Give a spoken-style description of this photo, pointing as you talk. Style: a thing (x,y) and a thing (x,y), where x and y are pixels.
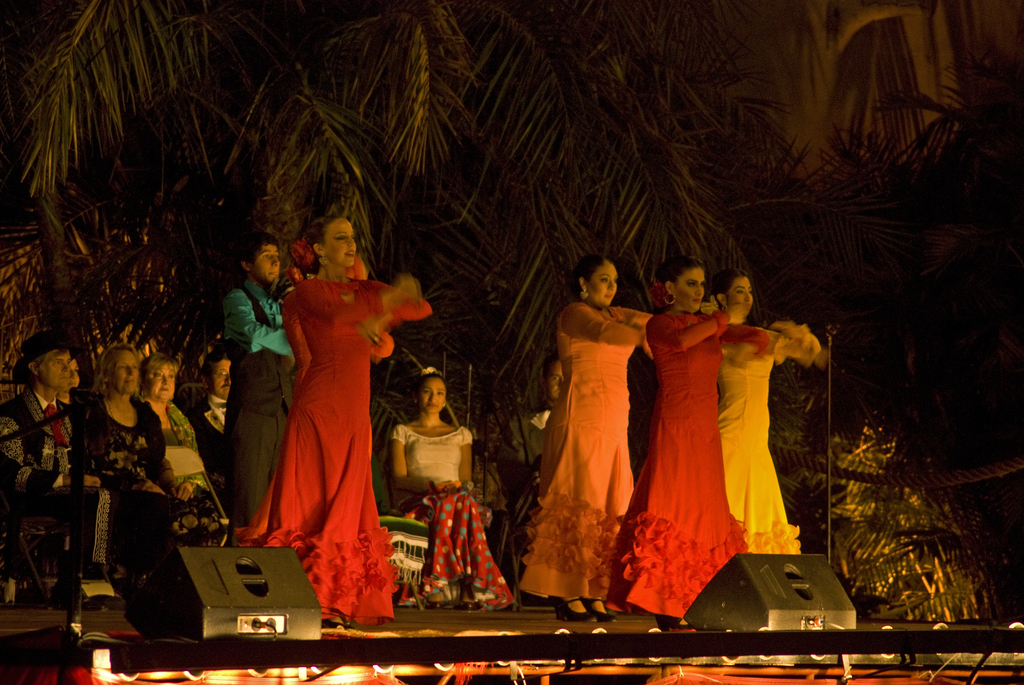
In the foreground of this image (347,458), there are persons (341,453) dancing on the stage (436,628). On the bottom of the image (812,609), there are two speakers (727,624). In the background (439,419), there are persons (211,424) sitting on the chairs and trees (598,54) on the top (584,65).
